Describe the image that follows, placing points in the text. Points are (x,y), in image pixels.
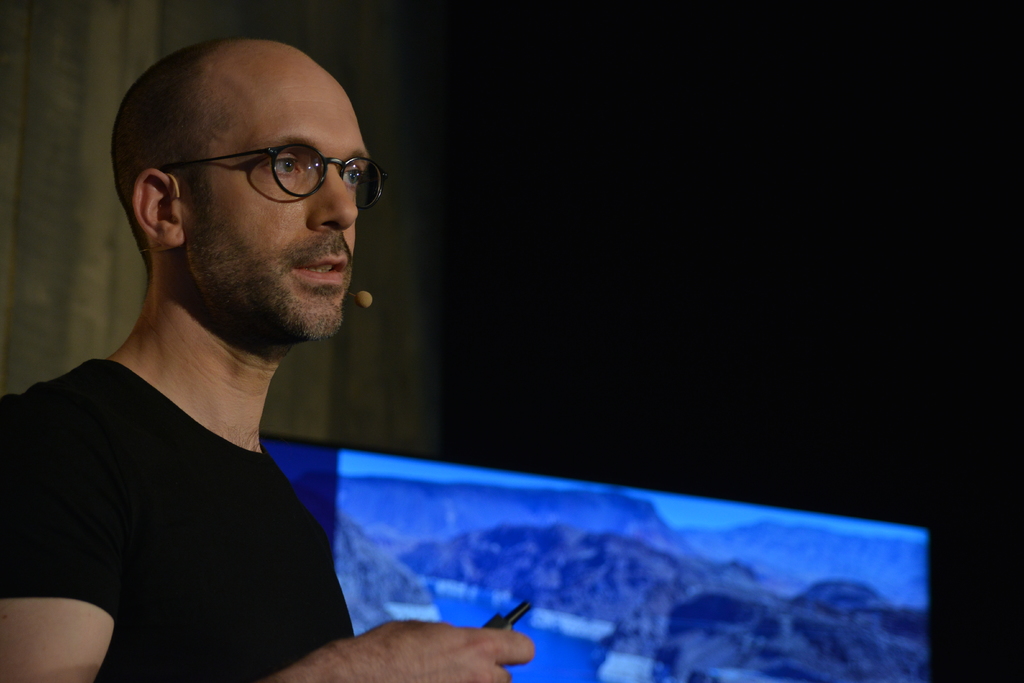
In the image I can see a person (317,256) who is wearing the spectacles (300,159) and holding something and to the side there is a screen (646,619).
